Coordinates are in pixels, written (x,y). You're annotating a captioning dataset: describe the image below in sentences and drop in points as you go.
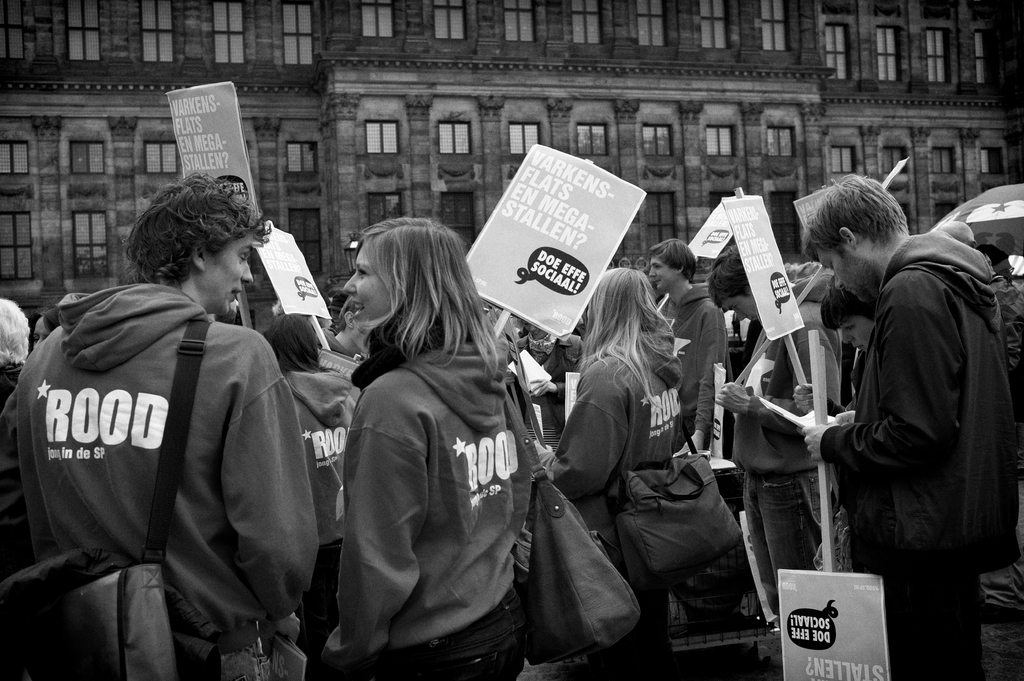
This is a black and white image. People (634,419) are protesting holding placards (865,641) and wearing hoodies (978,385). There is a building (412,86) at the back (530,130) which has many windows (838,26).
